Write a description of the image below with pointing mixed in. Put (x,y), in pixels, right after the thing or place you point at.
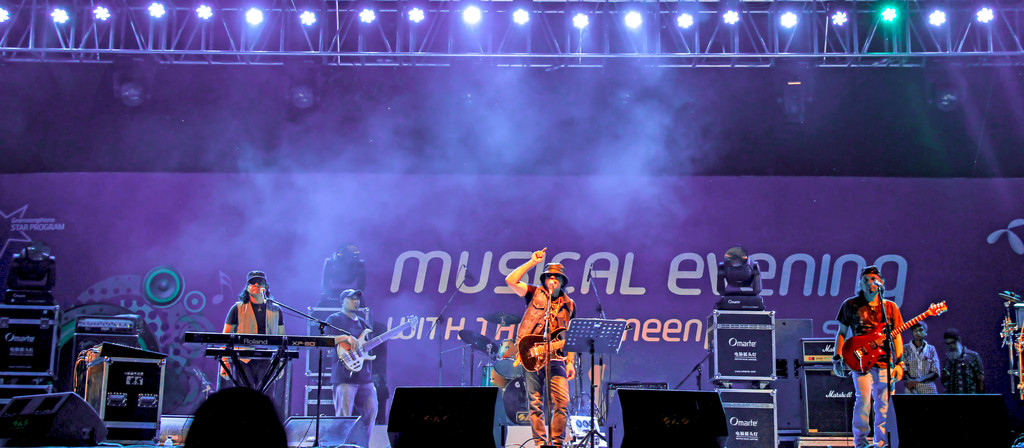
In this image, I can see four persons (555,366) standing and holding the musical instruments (519,361). There are speakers (410,397), drums (513,346), a music stand (592,361), mics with mic stands (597,296), focus lights (341,292) and few other objects (127,382). In the background (479,372), there is a banner (744,223). At the bottom right side of the image (945,370), I can see two persons (915,369) standing. At the top of the image (488,30), there are focus lights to a lighting truss (417,55).
